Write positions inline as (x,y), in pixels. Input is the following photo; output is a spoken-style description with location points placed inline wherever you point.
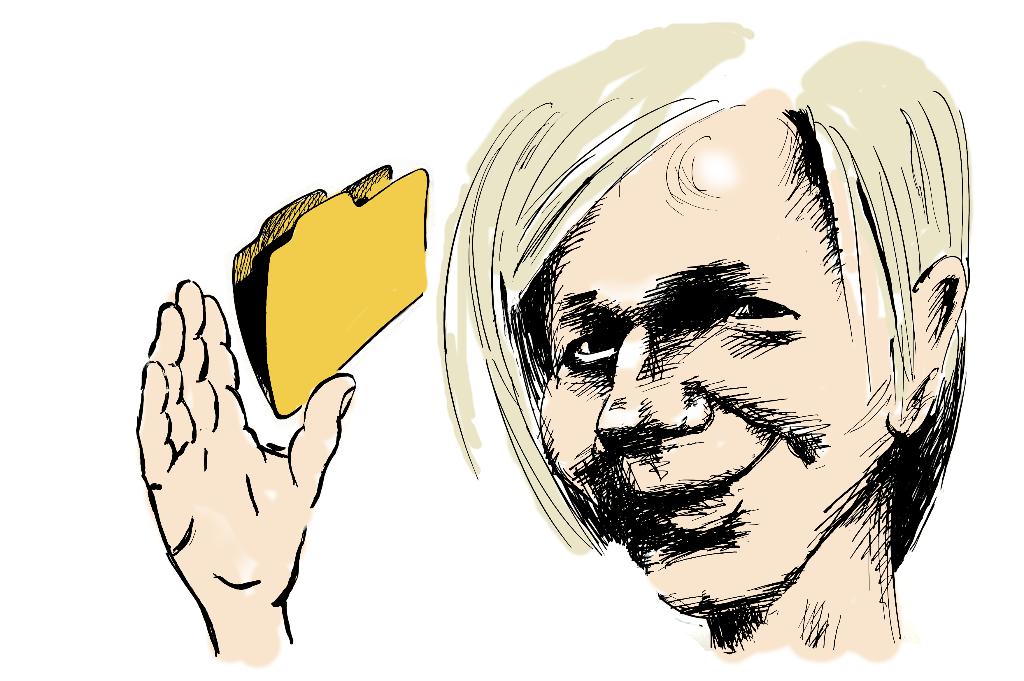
In this picture I can see there is an animated image of a person (728,252) and there is a file icon (338,243) and the backdrop of the image (285,21) is white in color.
